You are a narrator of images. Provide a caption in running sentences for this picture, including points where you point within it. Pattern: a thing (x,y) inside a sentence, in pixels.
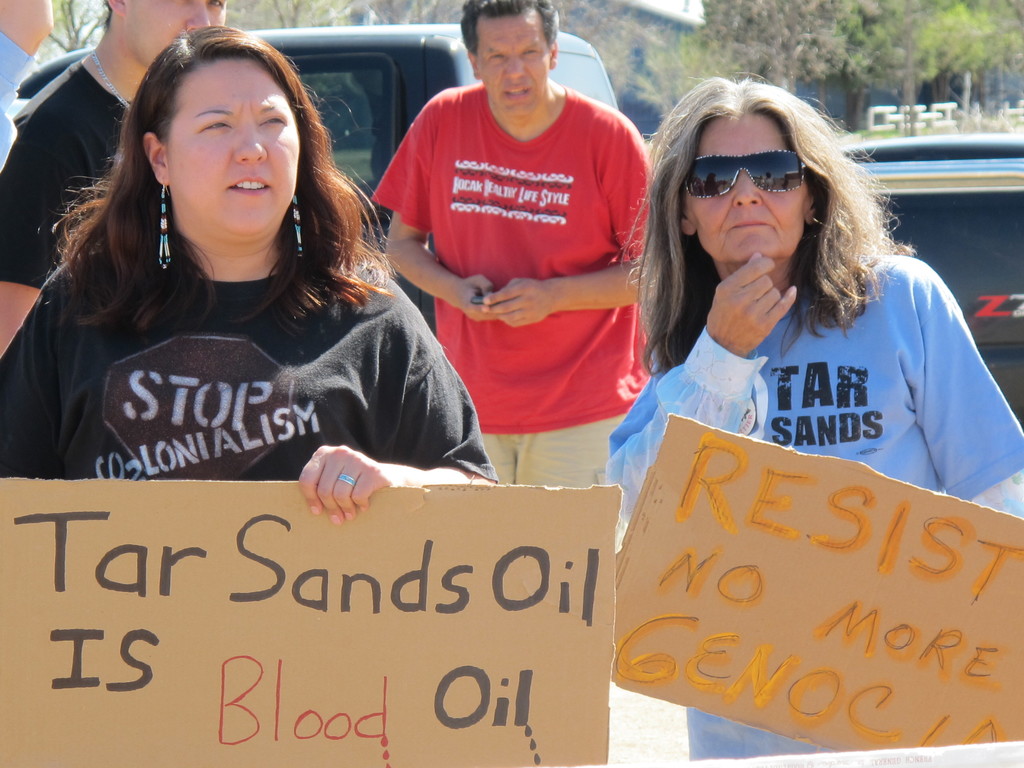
In this image in front (821,359) there are two people (59,357) holding the placards (531,639). Behind them there are a few other people (624,342). In the background of the image (979,254) there are cars (1000,257), trees (991,46).
